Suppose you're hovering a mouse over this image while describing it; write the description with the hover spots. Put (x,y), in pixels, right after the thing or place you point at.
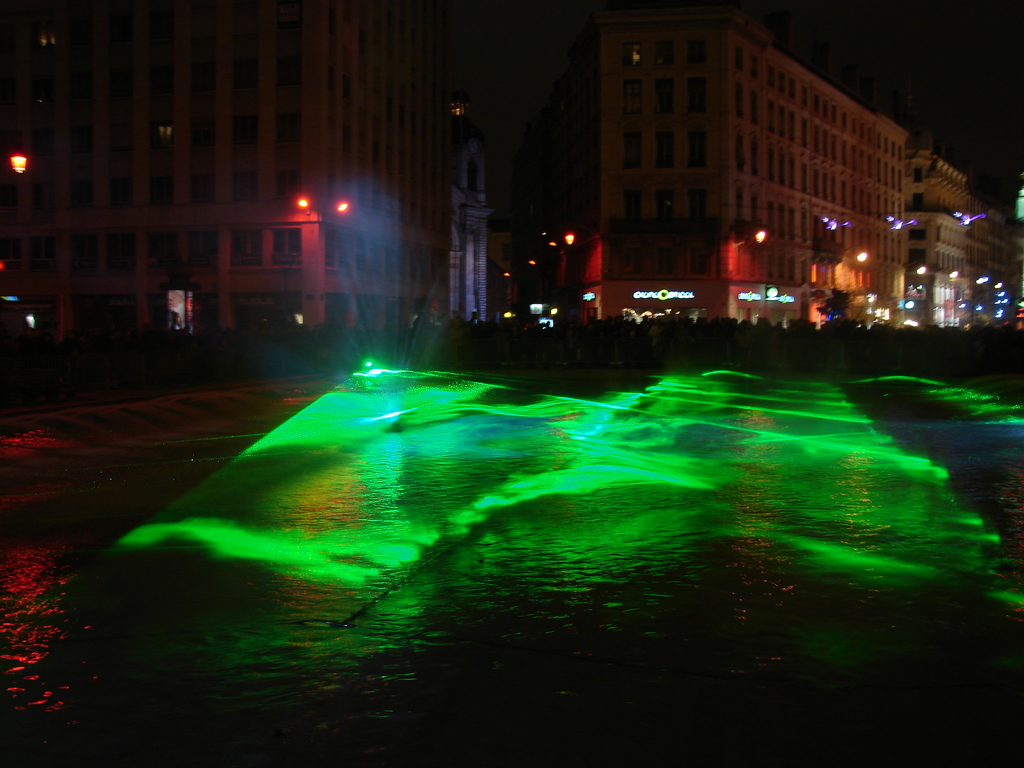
In this image, we can see buildings (838,237), lights (978,283) and boards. At the bottom (648,616), there is water (481,581).
